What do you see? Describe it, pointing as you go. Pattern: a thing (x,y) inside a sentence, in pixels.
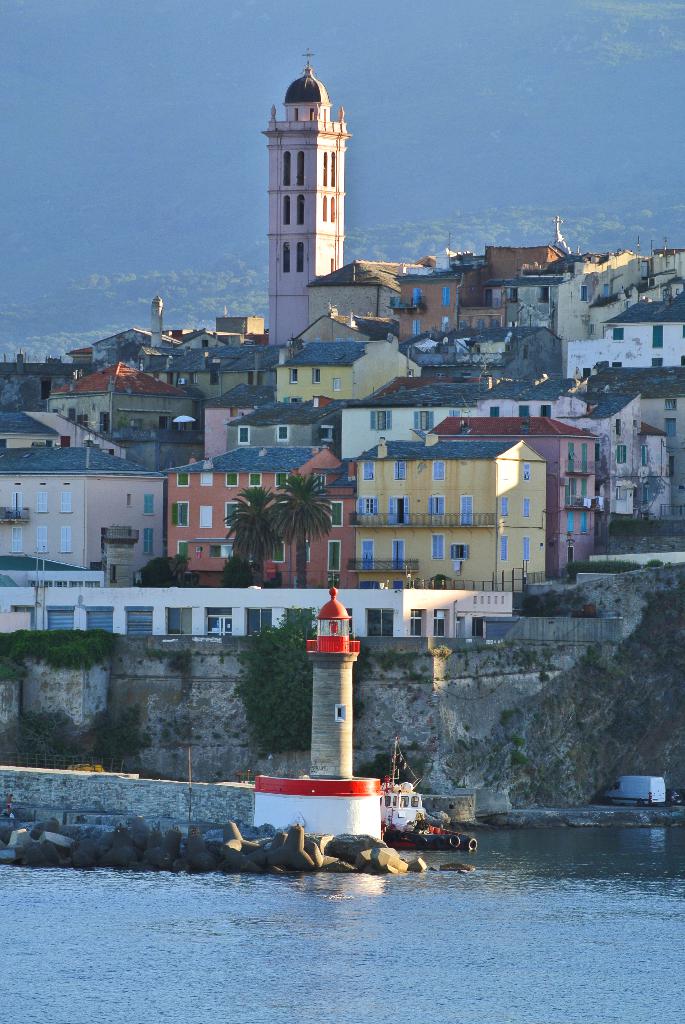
In this image we can see a lighthouse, the rocks (101,842) and a ship (422,840) in a water body (520,923). We can also see a group of houses (456,555), buildings (531,516), trees (322,527), plants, poles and a car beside the fence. On the right side of the image (623,784) we can see a van (635,788) placed on the surface (604,808).
